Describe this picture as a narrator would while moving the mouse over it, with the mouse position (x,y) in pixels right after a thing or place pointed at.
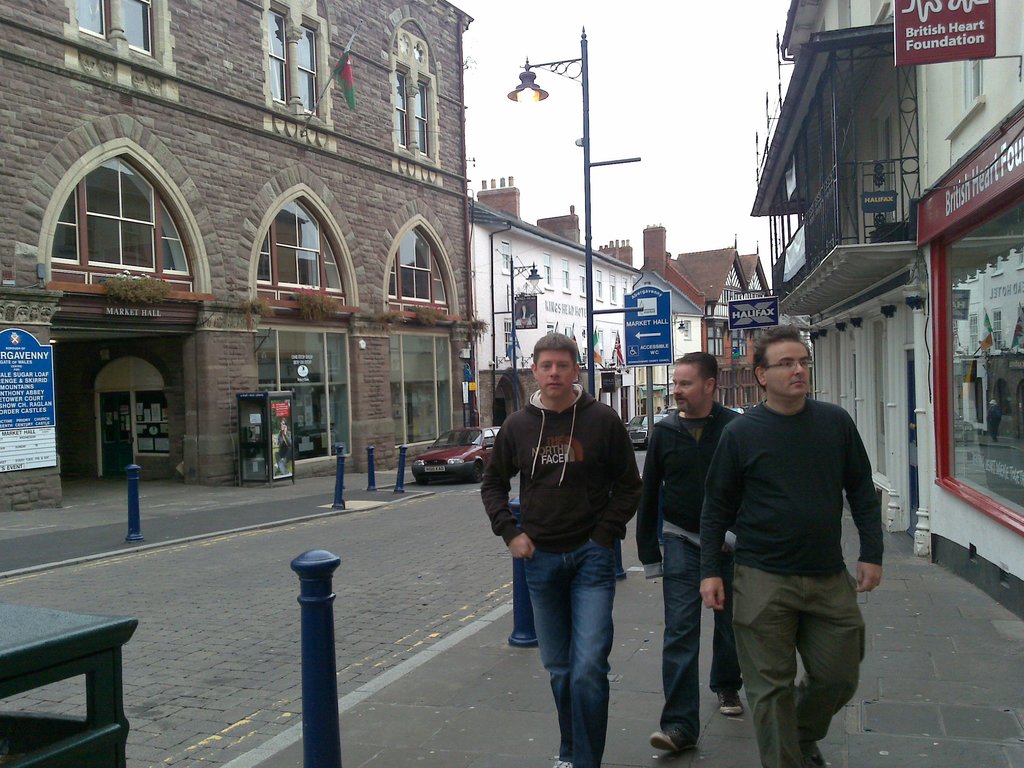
Buildings (258,133) with windows (283,206). Here we can see boards (659,313) and light poles (586,308). People (782,570) are walking on footpath (502,716). Background (433,443) there are vehicles (427,454). This is flag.
